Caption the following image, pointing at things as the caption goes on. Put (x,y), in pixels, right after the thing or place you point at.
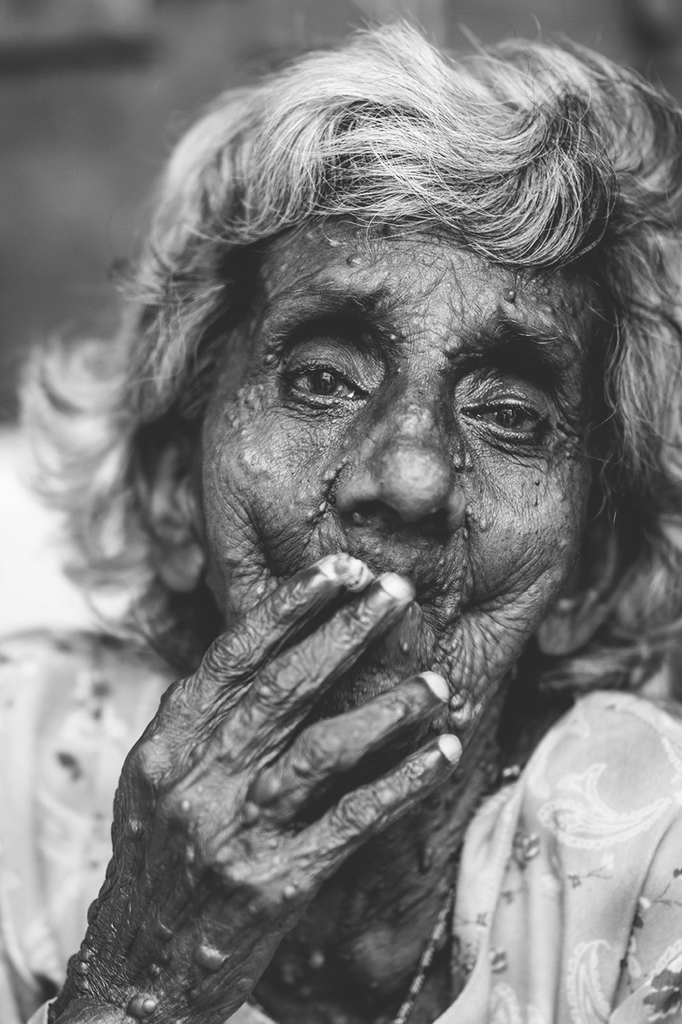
This is a black and white picture. Here we can see a woman (480,783). There is a blur background (97,284).
